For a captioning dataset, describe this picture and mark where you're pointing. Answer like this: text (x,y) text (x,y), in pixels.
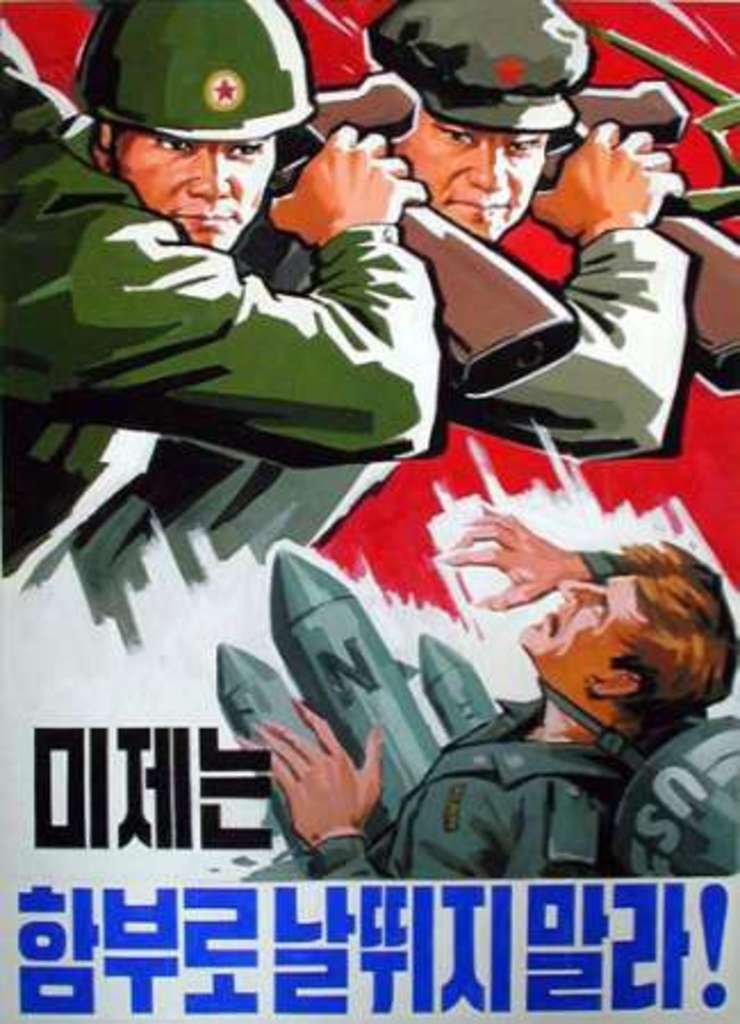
In this image, we can see a poster (340,320) of a few people (446,90). Among them, some people (610,194) are holding some objects (664,100). We can also see some text (132,753).
